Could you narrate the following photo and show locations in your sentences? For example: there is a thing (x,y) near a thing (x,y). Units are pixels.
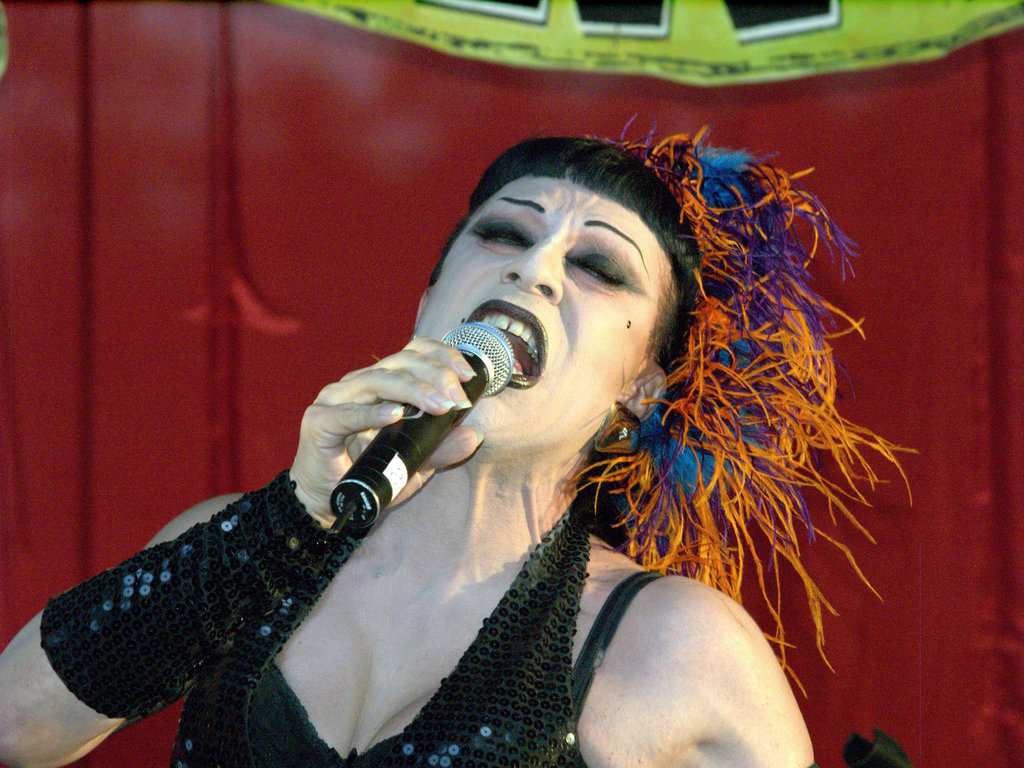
This image is taken on a stage (207,194). In this image there is a woman (758,764) standing on the stage (77,373) and singing with a mic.
